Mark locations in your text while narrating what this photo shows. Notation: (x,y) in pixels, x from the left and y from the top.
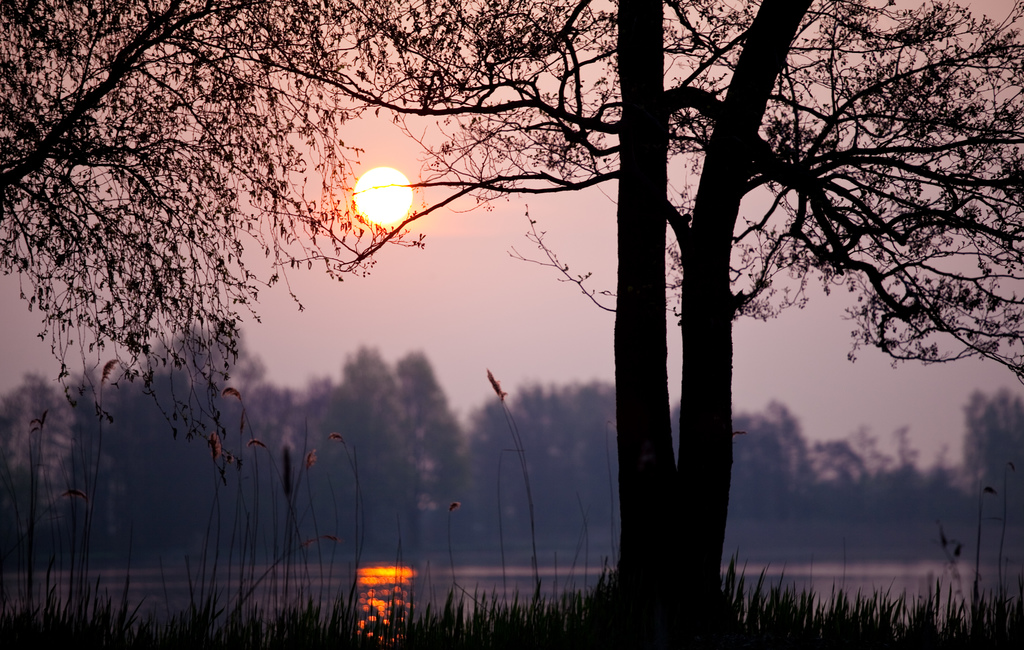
In the middle of the image (662,307) we can see a trees (197,452), sunset (358,195) are present. At the bottom of the image (450,618) grass (497,607), water (490,575) are there. At the top of the image (376,112) sky (386,83) is present.
